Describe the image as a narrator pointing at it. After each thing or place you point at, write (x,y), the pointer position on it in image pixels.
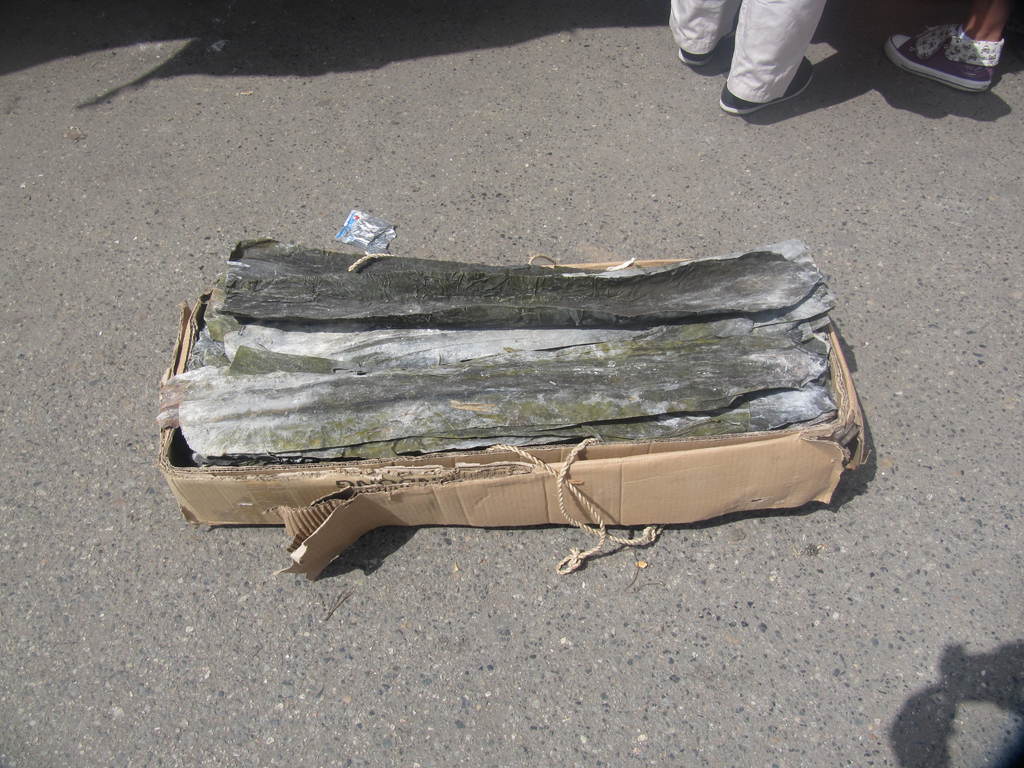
In this image we can see few objects (457,343) and the ropes (647,532) in a cardboard box (654,515) which is placed on the ground (592,577). We can also see some people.
